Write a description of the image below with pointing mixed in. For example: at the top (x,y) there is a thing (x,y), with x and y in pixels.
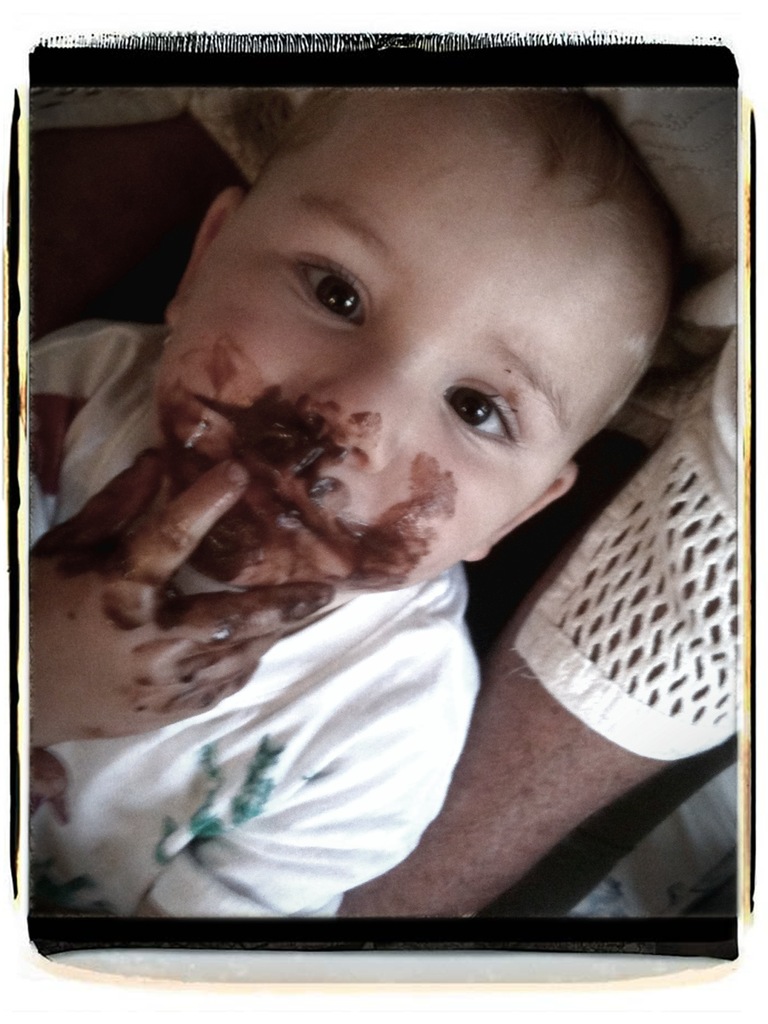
In this picture we can see a person hand (558,755) and boy (461,230). On his face (266,464) and hand (177,531) there is a chocolate cream (245,495).
